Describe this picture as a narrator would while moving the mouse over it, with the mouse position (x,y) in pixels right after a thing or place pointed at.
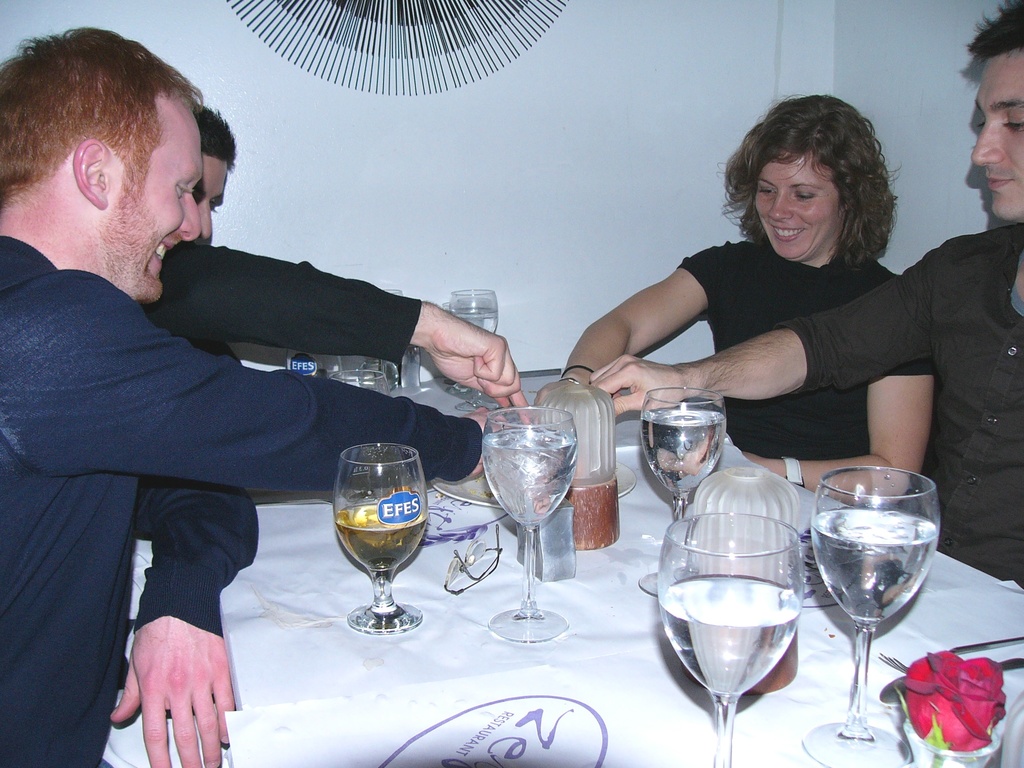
In this image I can see few people (665,383) sitting. I can see glasses (529,472), rose (966,720), spoons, plate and some objects (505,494) on the table (522,663). I can see white color cloth (571,701) is on the table (536,680). Back Side I can see white color wall (644,112).
